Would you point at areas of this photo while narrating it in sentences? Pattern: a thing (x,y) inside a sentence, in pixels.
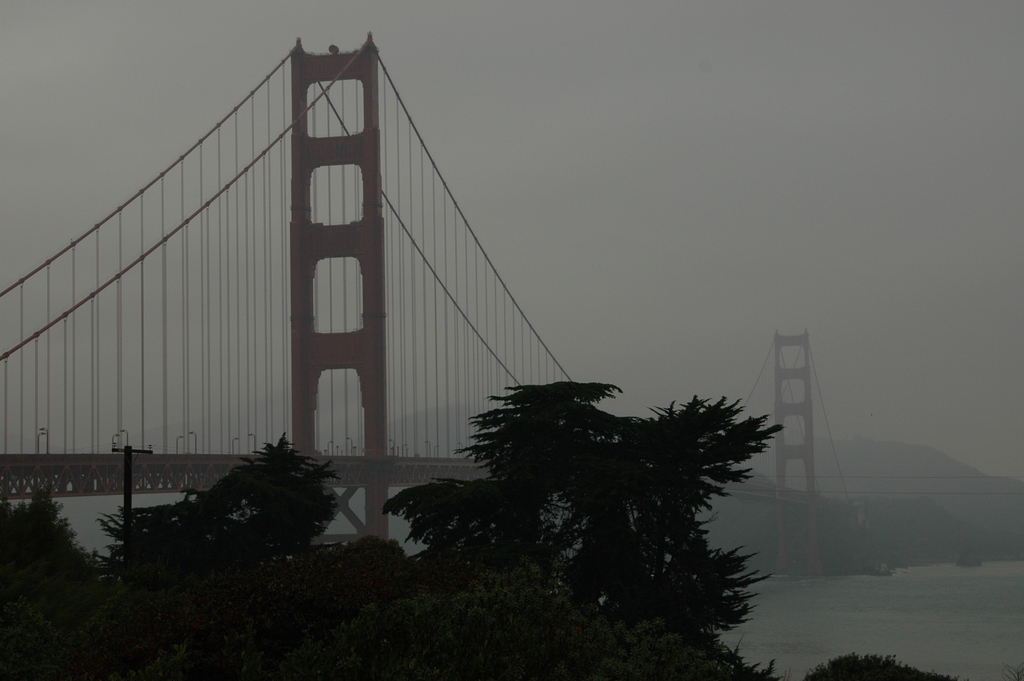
In this image I can see number of trees (299,495) in the front (658,437). In the background (376,503) I can see a bridge (173,465) and few wires (816,493). I can also see this image is little bit in dark.
